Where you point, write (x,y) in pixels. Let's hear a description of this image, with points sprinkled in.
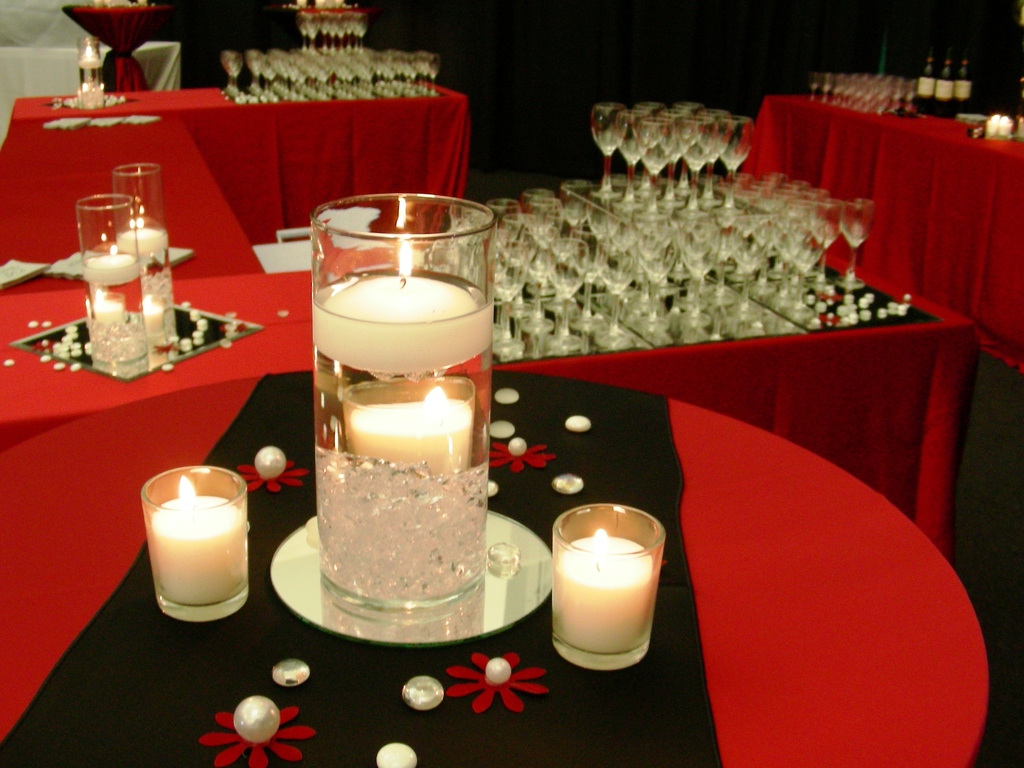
In this picture I can see decorative candles (455,390) on the table (517,563). I can see a number of wine glasses (669,195) on the table (17,416). I can see alcohol bottles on the right side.
